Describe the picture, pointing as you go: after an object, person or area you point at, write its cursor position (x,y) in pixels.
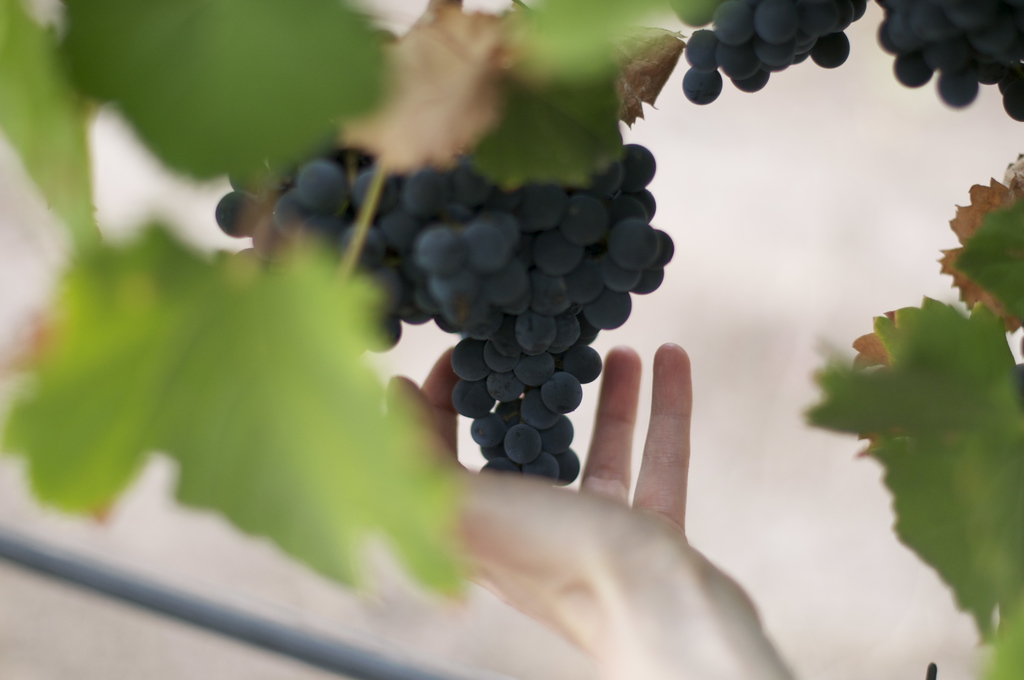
In this image we can see bunch of grapes (779,38) and a person's hand (595,489) and leaves (961,262).
